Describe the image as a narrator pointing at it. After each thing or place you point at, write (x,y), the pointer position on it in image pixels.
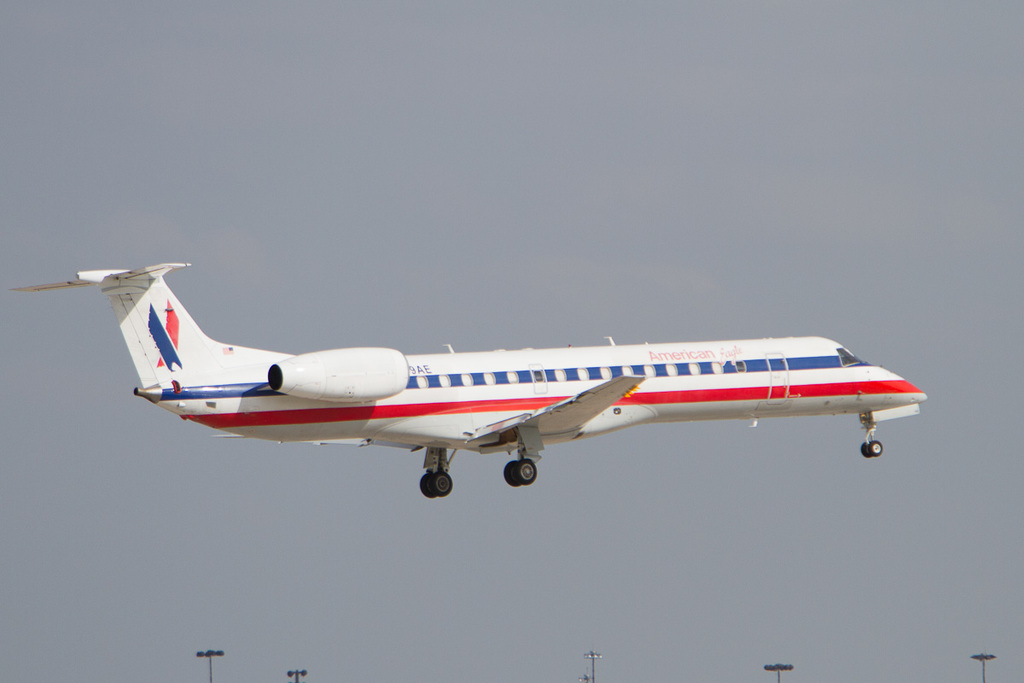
In this image we can see an airplane (452,408) flying in the sky (474,511), also we can see the light poles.
